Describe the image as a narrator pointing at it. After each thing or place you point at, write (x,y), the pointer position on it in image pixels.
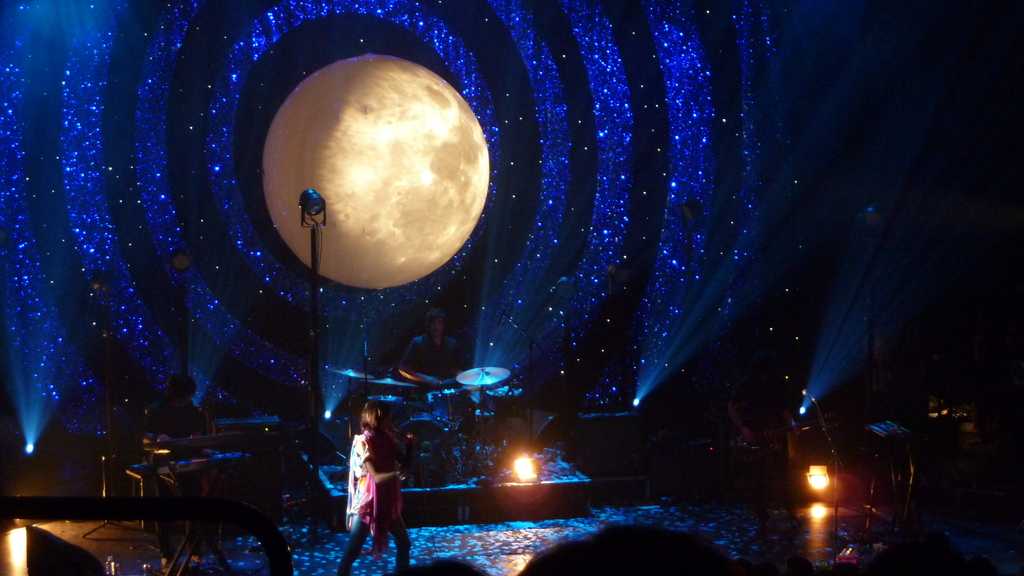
In this image in the center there is a woman (377,505). In the background (434,416) there are persons (453,375) sitting and there are musical instruments (405,382) and there is a stand (321,227) which is black in colour and in the front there are lights (813,469) and in the background (402,119) there are objects (384,121) which are white and blue in colour.
